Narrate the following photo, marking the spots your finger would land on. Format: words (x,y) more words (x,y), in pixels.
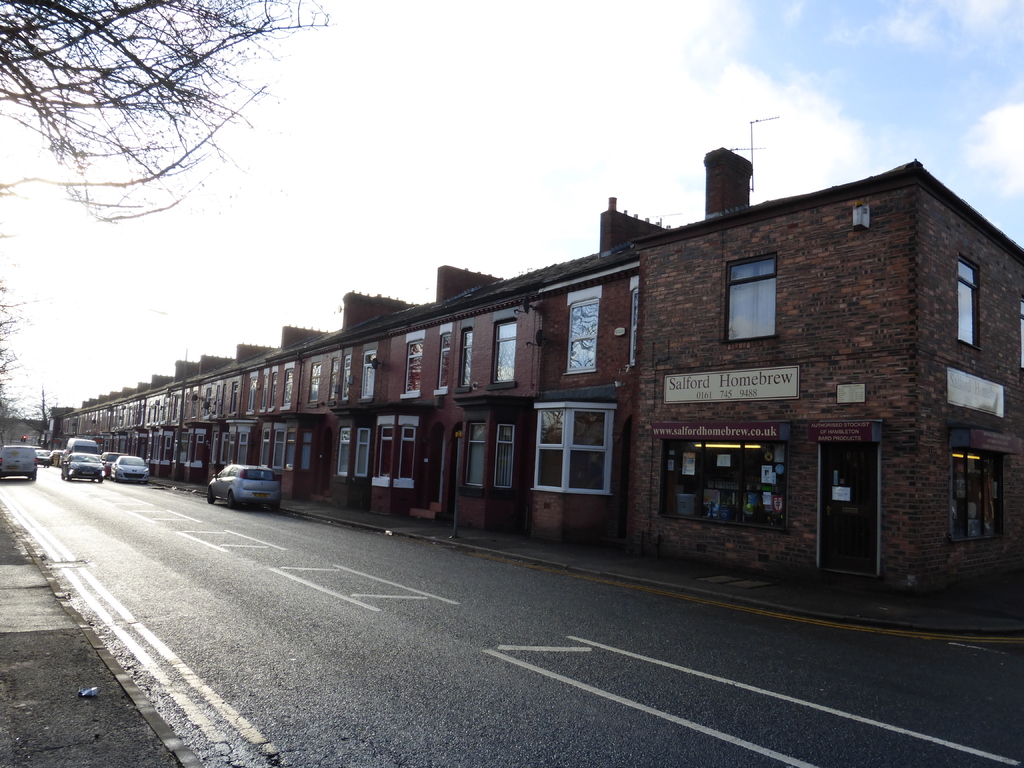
At the bottom of the image (283,618) there is a road (171,573). On the road (107,546) there are few cars (69,474). And in the background (557,316) there is a building (665,304) with walls (888,350), windows (731,314), name boards (672,432) and stores (711,473). At the top of the image (910,85) there is a sky (616,78).
